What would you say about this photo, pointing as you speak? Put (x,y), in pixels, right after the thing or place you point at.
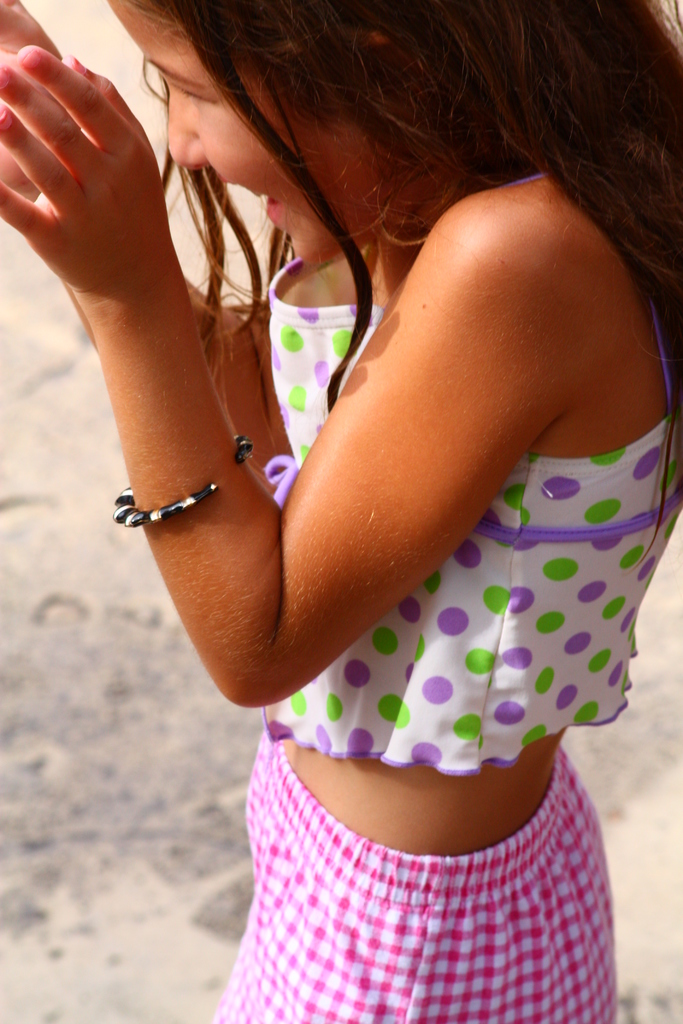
In this image we can see a girl (276,624). Behind the girl (237,685) we can see the ground (42,659).
